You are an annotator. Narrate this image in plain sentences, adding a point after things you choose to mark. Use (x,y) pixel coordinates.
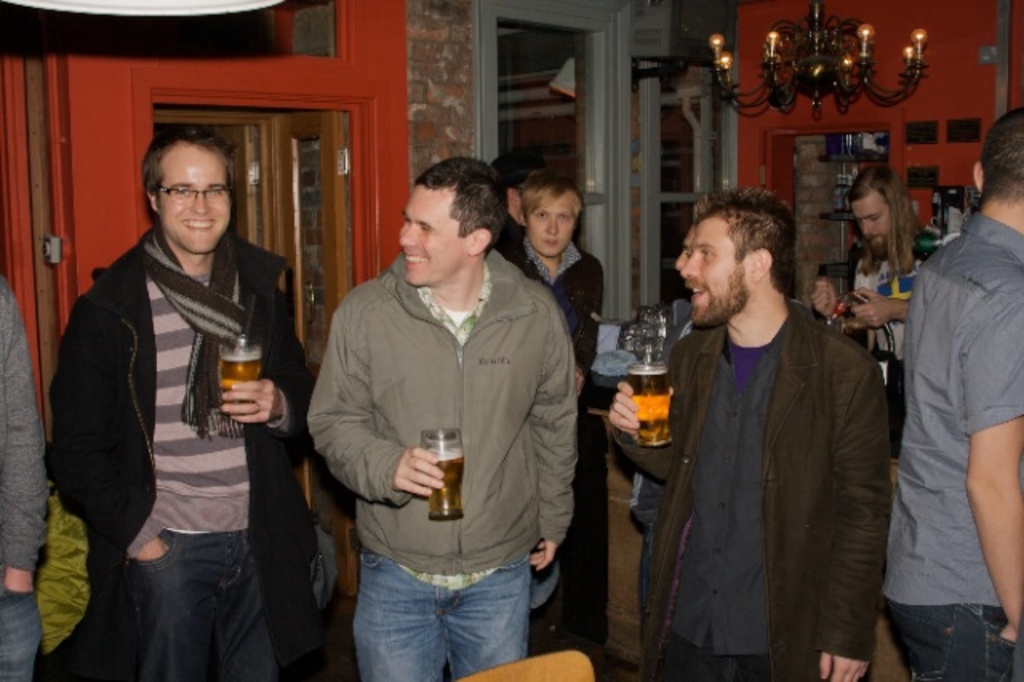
This picture is taken inside the room (605,651). In this image, we can see a group of people (582,412) standing and holding beer glasses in their hands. In the background (331,232), we can see a glass door (672,158) and a wall (971,105).
